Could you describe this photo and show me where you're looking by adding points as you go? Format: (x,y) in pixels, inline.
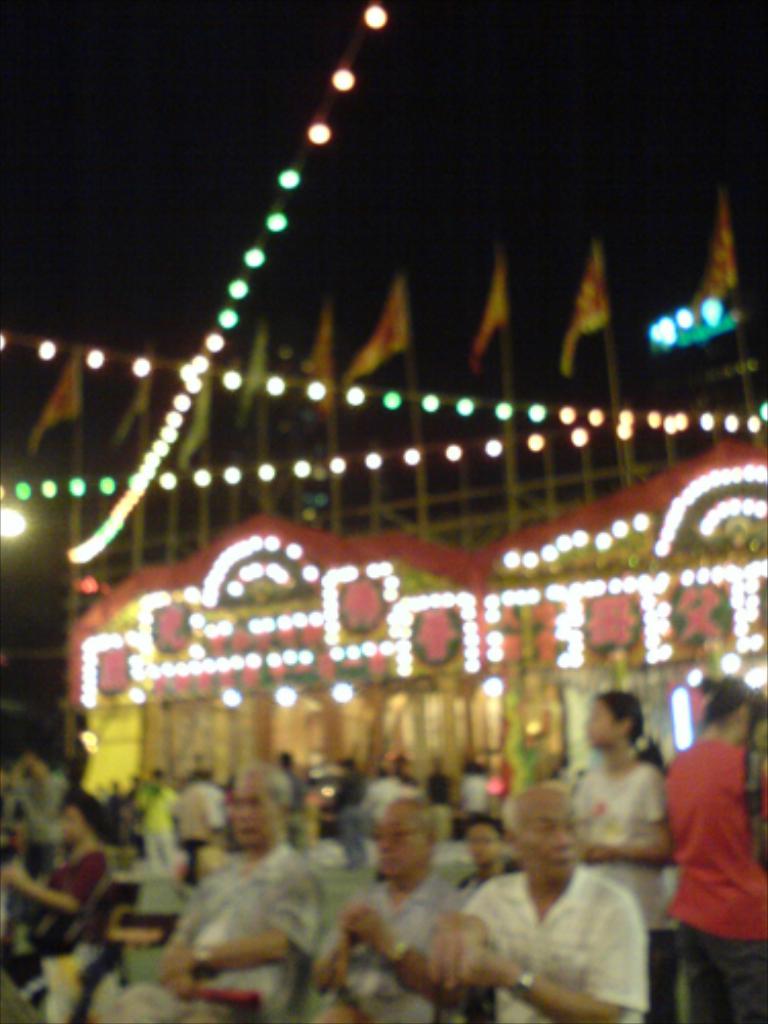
In this image I can see at the bottom (499,943) few people (386,884) are sitting on the chairs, in the middle (295,652) there are lights (721,513) decorated to these. At the top (546,212) there are flags (79,368) and this is the sky (200,101) in the night time.
